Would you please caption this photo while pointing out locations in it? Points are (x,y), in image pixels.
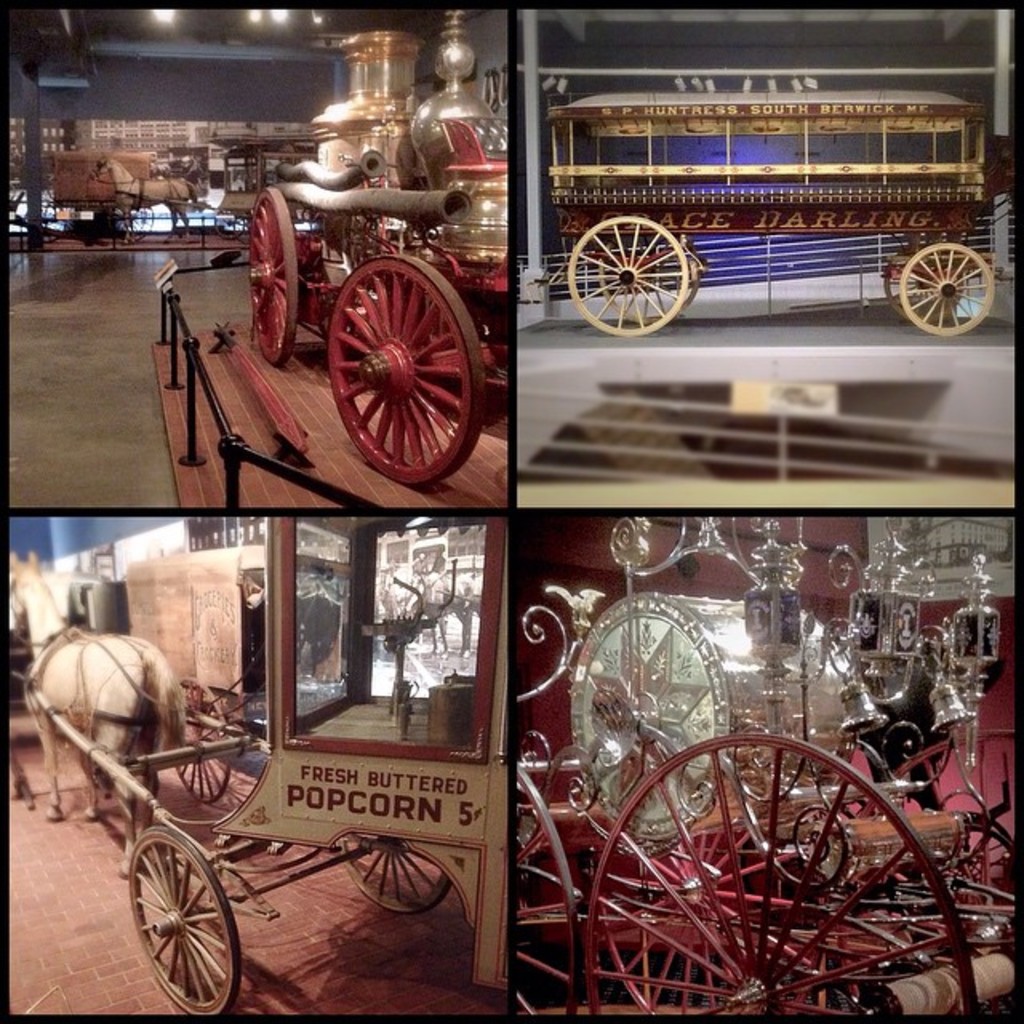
This is an edited image in this image i can see some vehicles (967,272), horse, wheels (913,278), fence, lights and some other objects (702,805). At the bottom there is floor (248,430).
